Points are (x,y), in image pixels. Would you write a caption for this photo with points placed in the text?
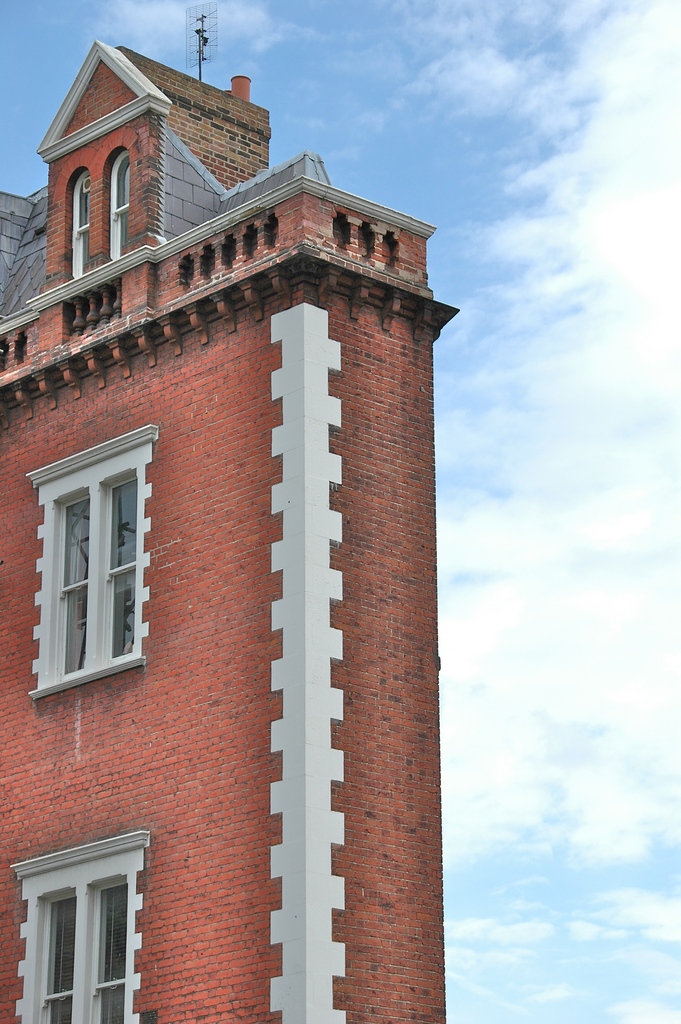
In this image I can see the building (217,267) with windows (89,513). I can see the brown color brick wall (182,699) to the building (228,612). In the background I can see the clouds (452,34) and the sky (457,180).
